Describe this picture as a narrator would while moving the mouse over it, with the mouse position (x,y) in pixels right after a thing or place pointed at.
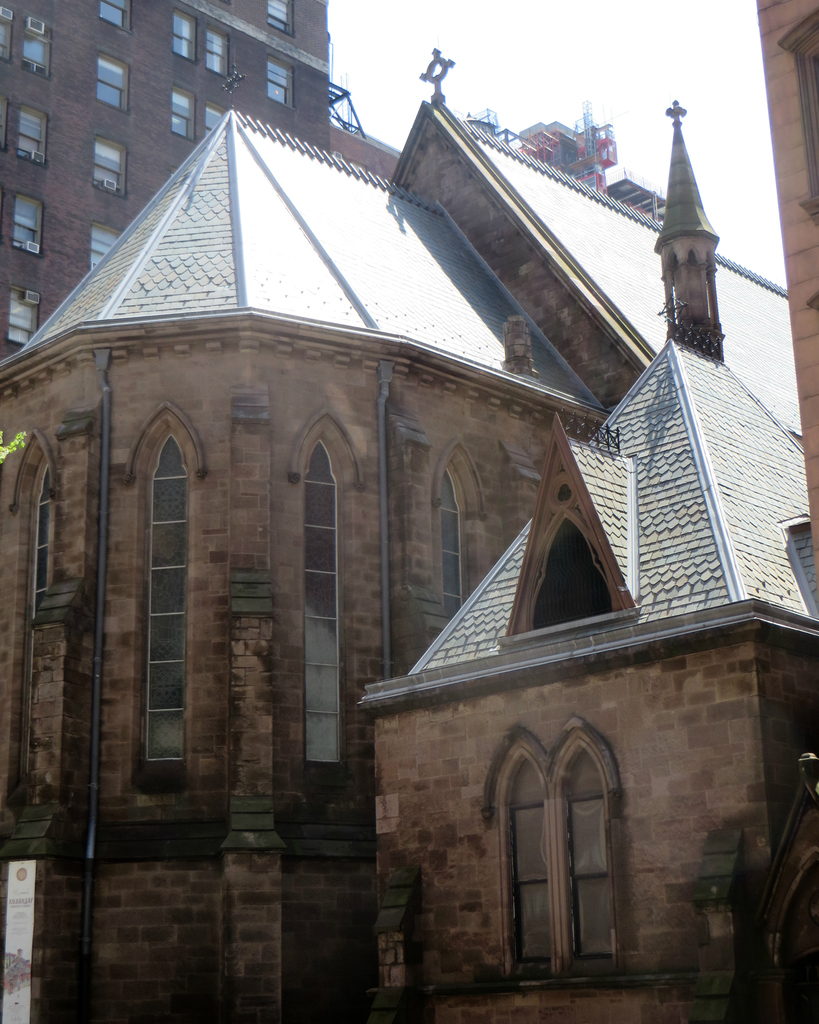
In this picture we can see the buildings (233,357) with windows (166,532). At the top of the image (401,65), there is the sky (485,49). In the bottom left corner of the image (22,953), there is a banner (13,907).
